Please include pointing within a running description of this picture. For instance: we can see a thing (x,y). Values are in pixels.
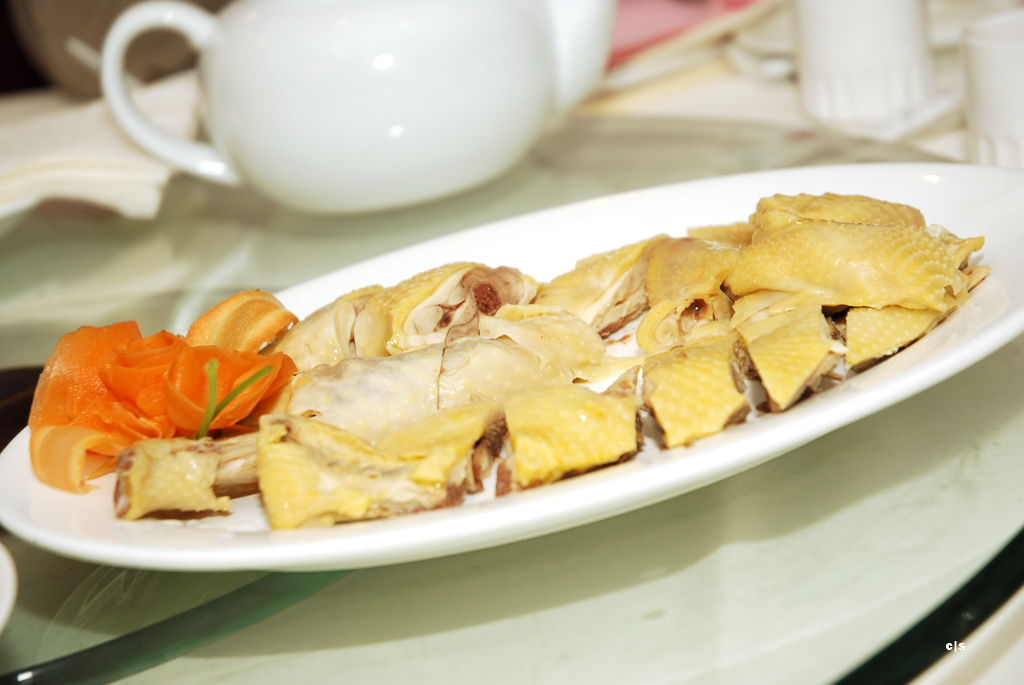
In this image I can see the white colored plate (530,526) on the glass surface (609,620) and on the plate (512,506) I can see a food item (477,397) which is yellow, cream, green and red in color. I can see a white colored teapot (348,81), few white colored cups (825,72) and few other objects (719,20).
